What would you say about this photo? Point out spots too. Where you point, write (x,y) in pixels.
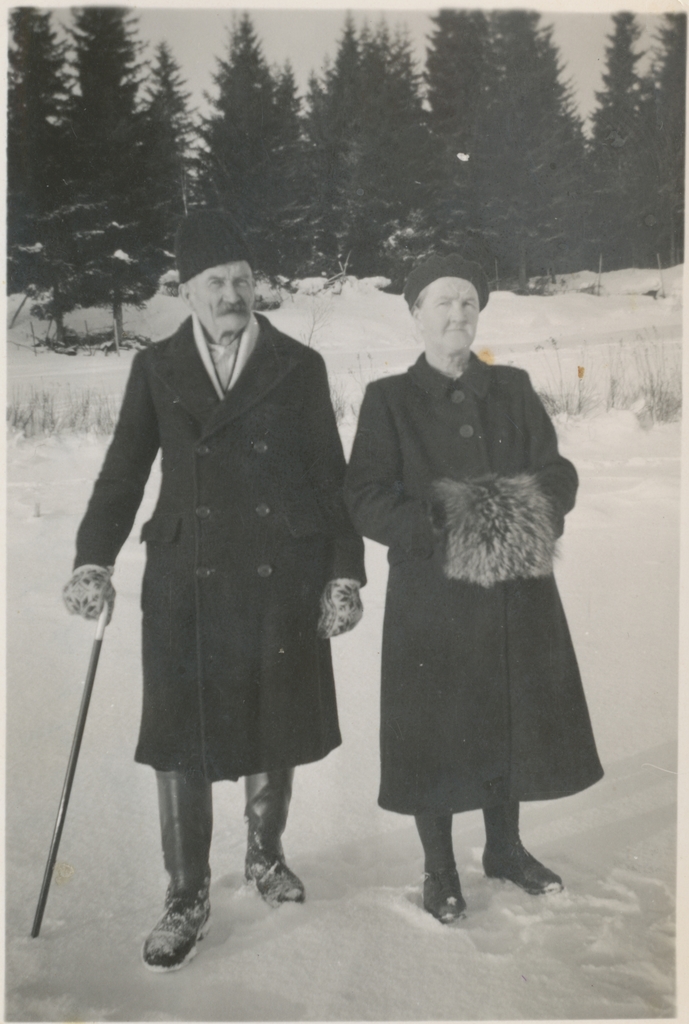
This is a black and white image. Here I can see a man (220,517) and a woman (458,495) wearing jackets (228,560), boots (264,843), standing on the snow (221,961) and giving pose for the picture. The man (258,428) is holding a stick (95,654) in the hand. In the background (364,188) there are many trees (419,163).
